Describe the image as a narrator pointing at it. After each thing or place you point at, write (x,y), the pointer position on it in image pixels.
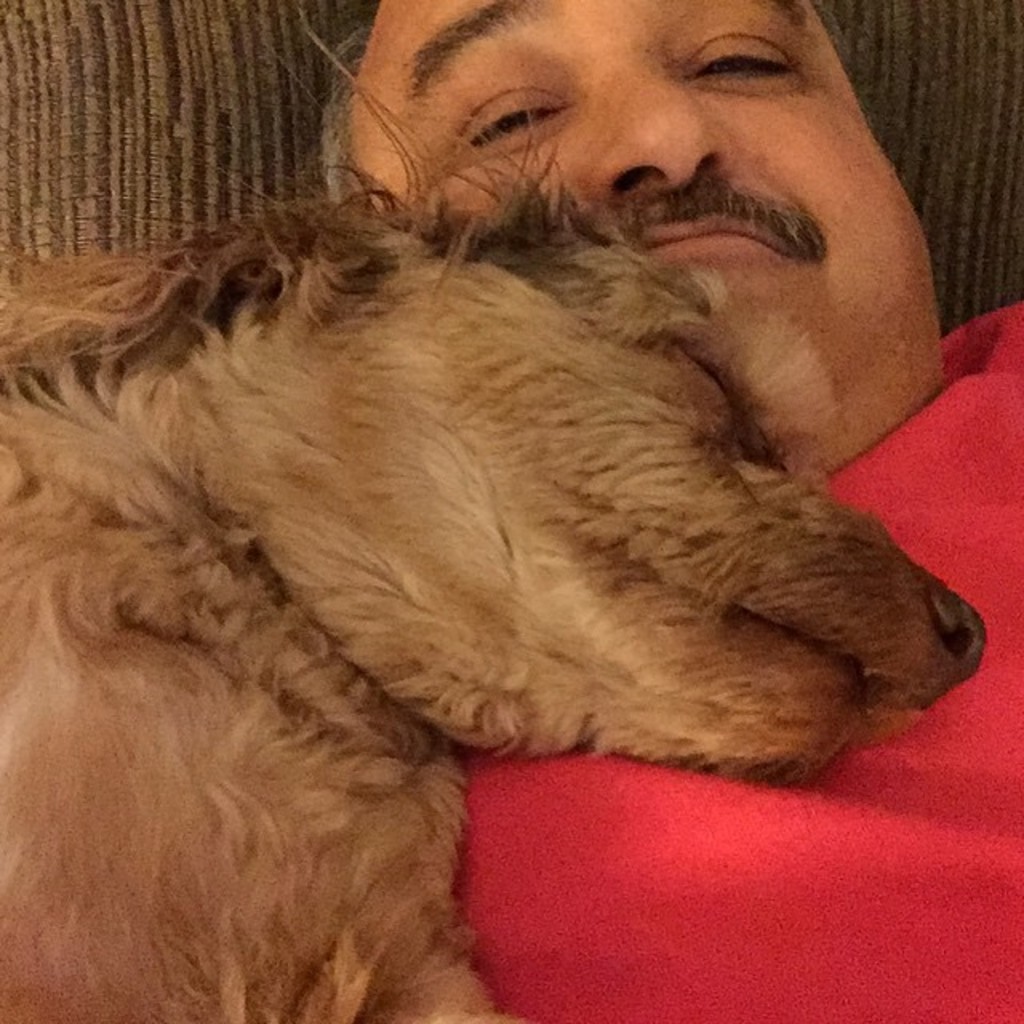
In this image there is a man (966,492) who sleeping and a dog (253,552) who is sleeping on the man (873,187) and in the background (146,121) there is a brown color.
